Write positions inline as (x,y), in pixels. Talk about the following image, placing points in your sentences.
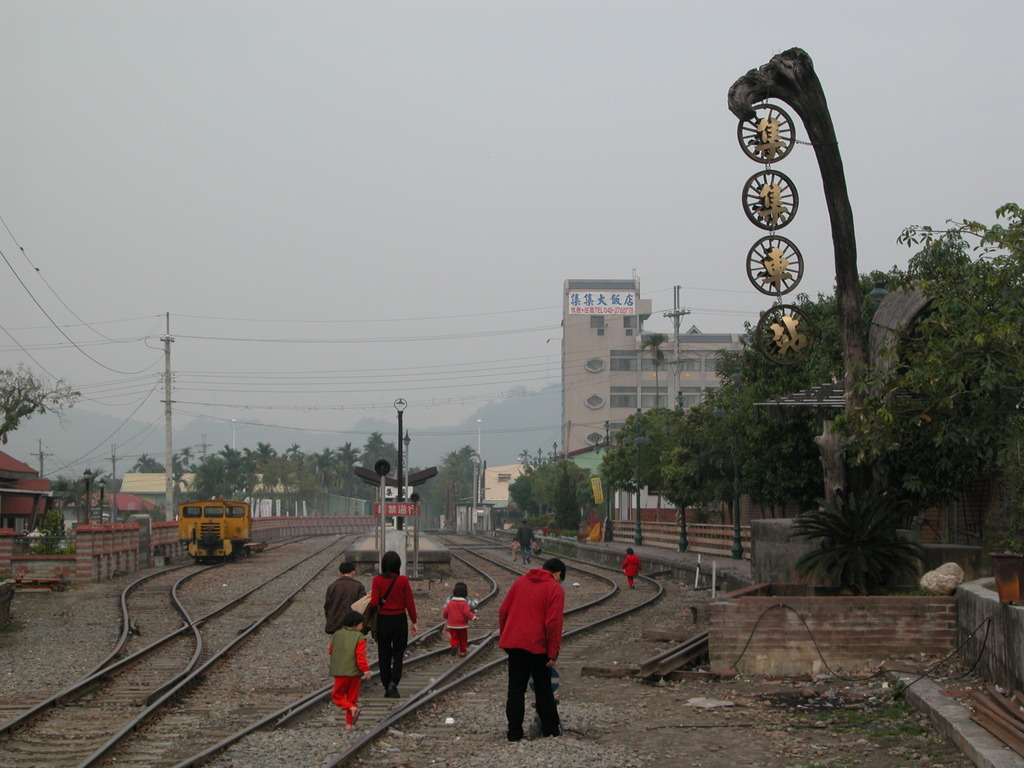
This image is taken outdoors. At the top of the image (271,151) there is a sky (560,138). At the bottom of the image (378,710) there are a few railway tracks (189,647) on the ground (684,702). In the background (208,481) there are many trees (300,484). There are a few houses (127,505) and buildings (590,417). There are many poles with wires (99,385). There is a wall (156,523). In the middle of the image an engine (221,540) is moving on the track (214,564). A few people (390,609) are walking on the ground (490,618). On the right side of the image (797,53) there is an architecture (797,53) and there are many trees (699,456).
